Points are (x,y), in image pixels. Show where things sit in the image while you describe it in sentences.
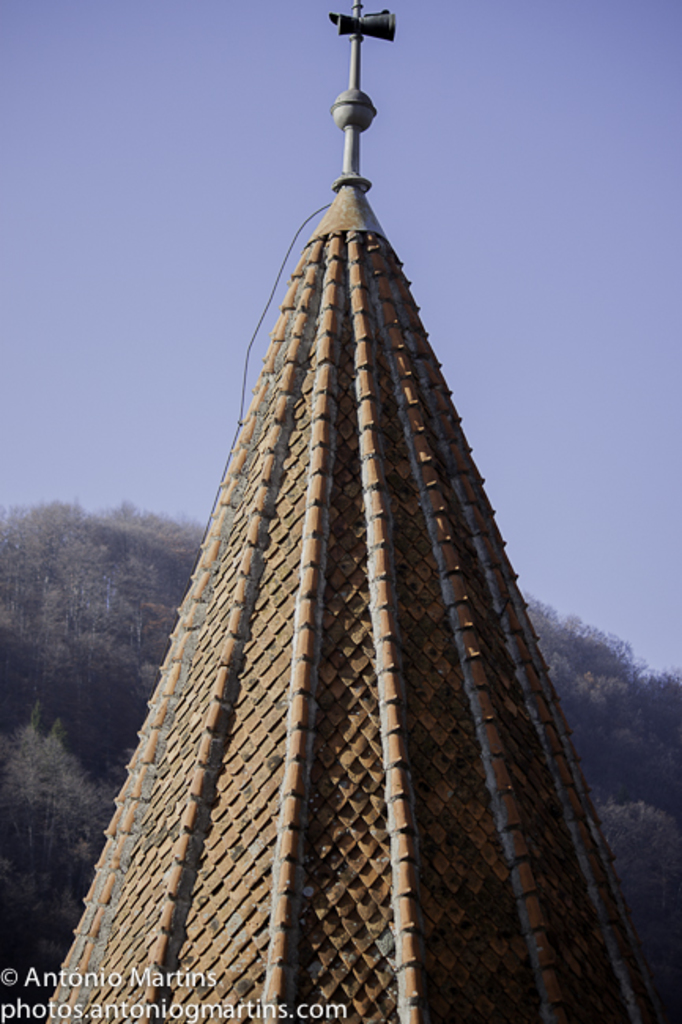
In this picture, we can see an architecture (319,677) and behind the architecture (312,565) there are trees (77,551) and sky (154,204). On the image there is a watermark (43,1010).
